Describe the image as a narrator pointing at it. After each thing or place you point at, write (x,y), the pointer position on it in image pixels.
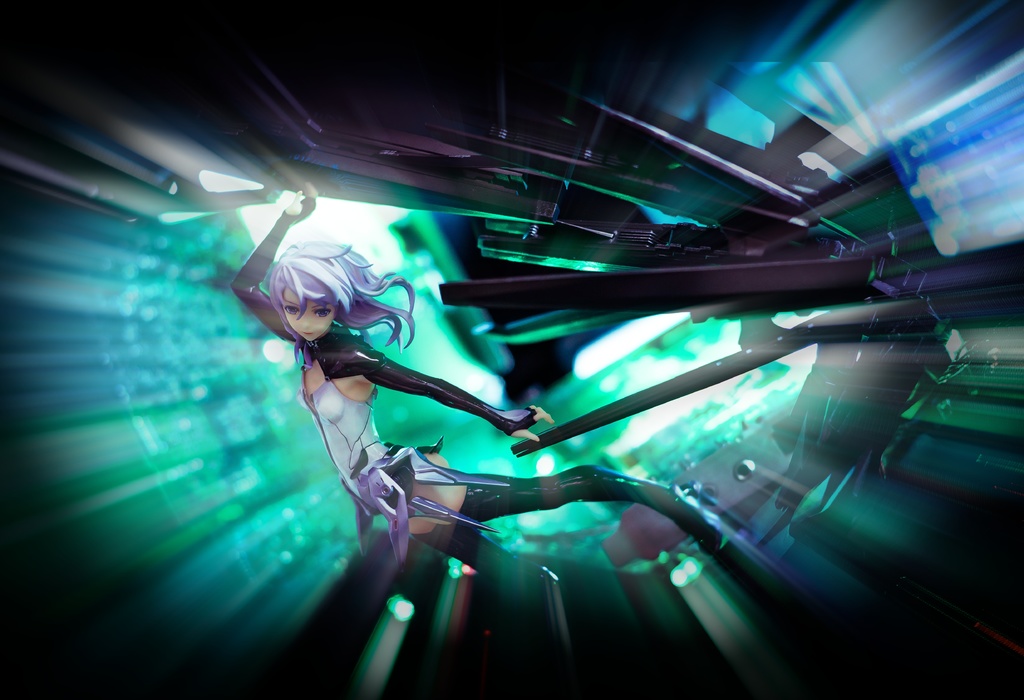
This is an animated image. On the left (329,409) there is a woman (319,405) seems to be jumping and there are some objects (578,185) in the background (578,185) and we can see the light (667,322).
